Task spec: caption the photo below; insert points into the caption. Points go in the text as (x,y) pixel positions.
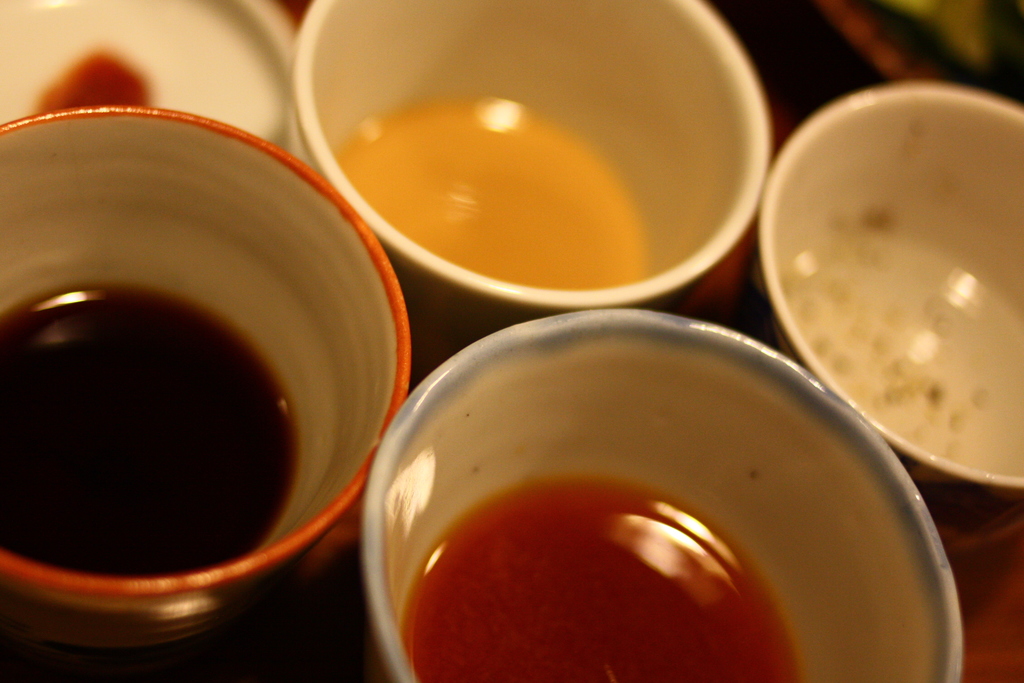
In this image I can see few cups (613,62) which are cream, orange and blue in color and in them I can see few liquids (140,401) which are black and orange in color.
